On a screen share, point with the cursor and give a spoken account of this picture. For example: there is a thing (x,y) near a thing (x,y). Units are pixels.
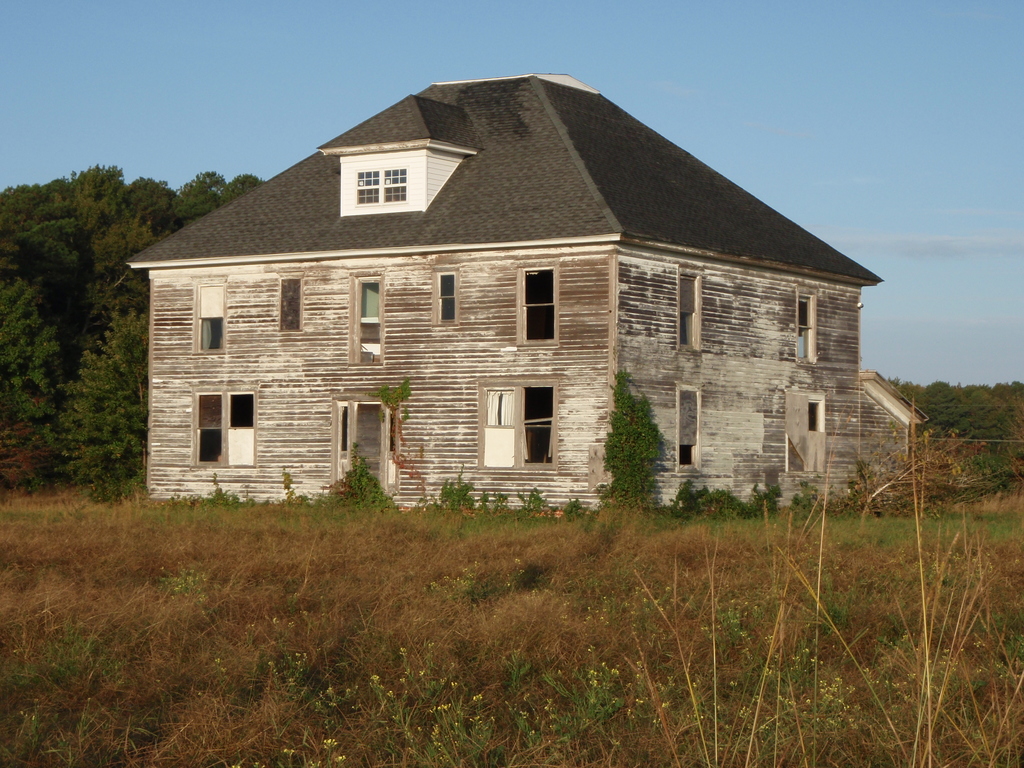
In this picture there is a house (573,339) at the center (558,363) and in front of the house (520,475) there is a grass (561,658) on the surface (731,643). At the back side (96,310) there are trees (166,192) and sky (209,73).
